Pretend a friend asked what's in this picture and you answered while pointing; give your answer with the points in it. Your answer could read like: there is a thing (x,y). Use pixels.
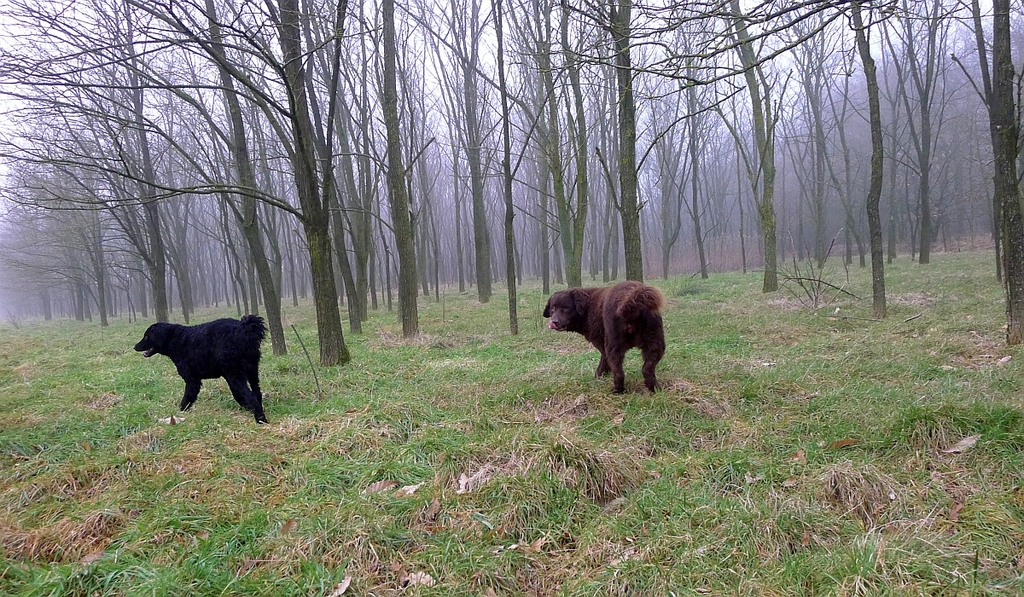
In this picture there is a dog (560,308) in the center (652,306) and on the left side of the image (206,330) and there is grassland (506,388) at the bottom side of the image (871,443), there are trees (276,150) at the top side of the image (346,151).
